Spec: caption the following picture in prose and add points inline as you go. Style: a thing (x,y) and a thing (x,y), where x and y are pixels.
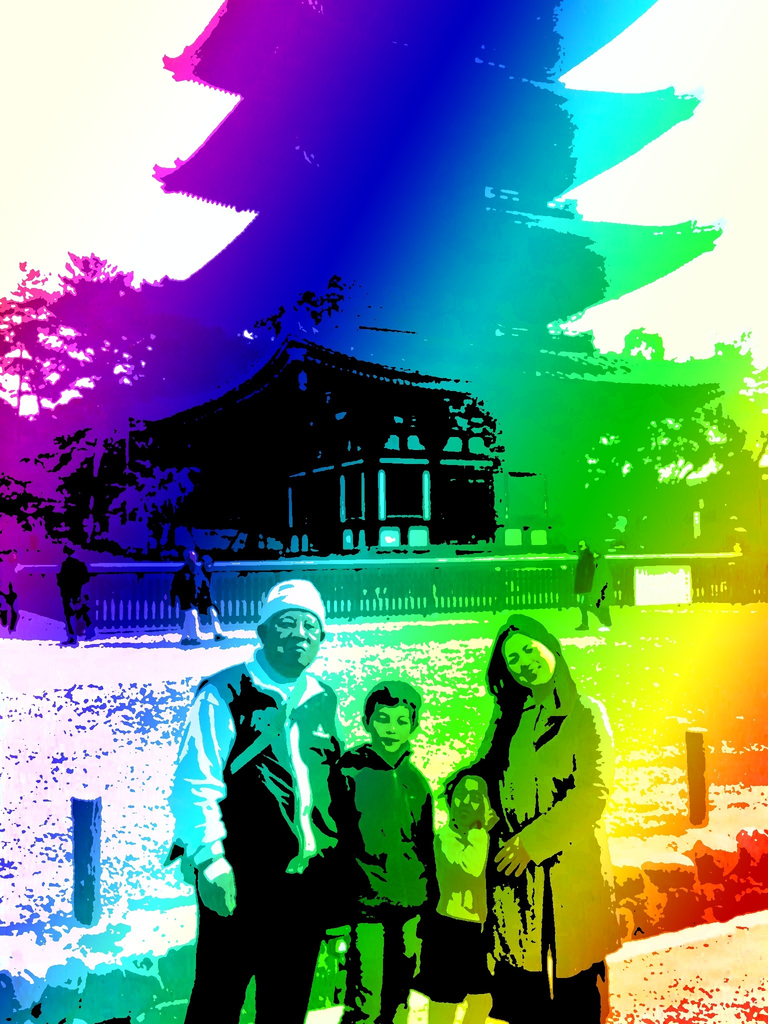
In this image I can see it is an edited image, at the bottom (585,766) four persons (495,855) are standing, at the back side (380,119) it looks like a house (503,352). On the left side (107,417) there are trees (81,432).
